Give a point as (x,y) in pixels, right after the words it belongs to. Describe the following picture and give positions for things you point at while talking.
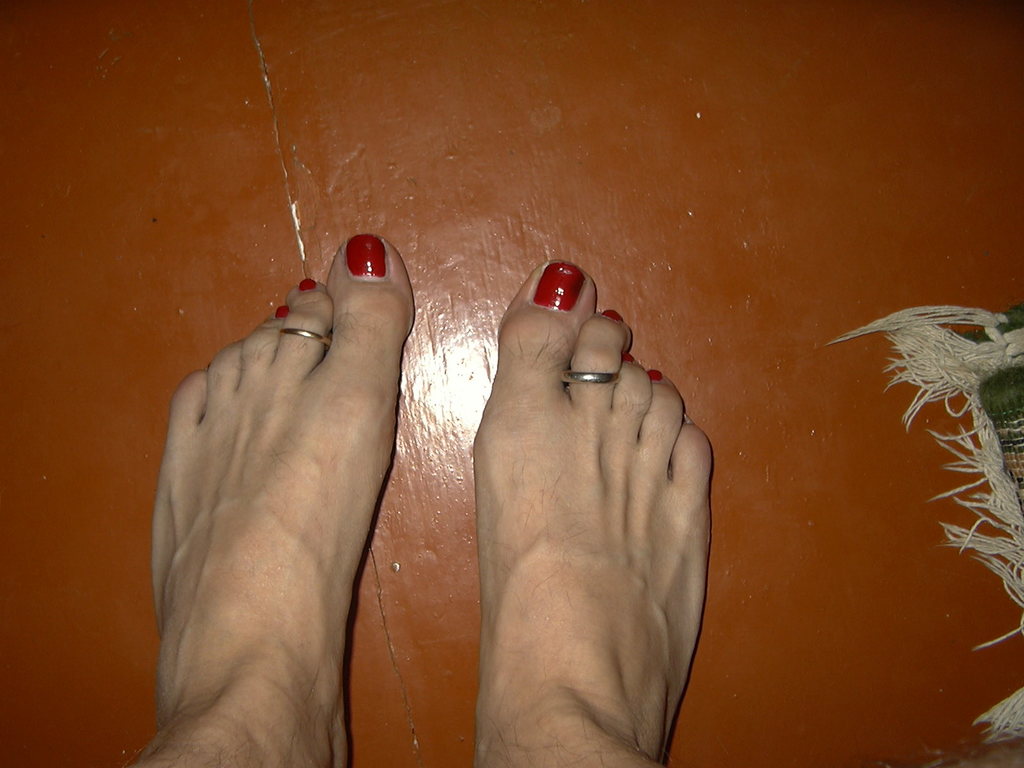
In front of the image we can see the legs (247,702) of a person (590,623) and there is a doormat (1004,444) on the floor (490,126).
